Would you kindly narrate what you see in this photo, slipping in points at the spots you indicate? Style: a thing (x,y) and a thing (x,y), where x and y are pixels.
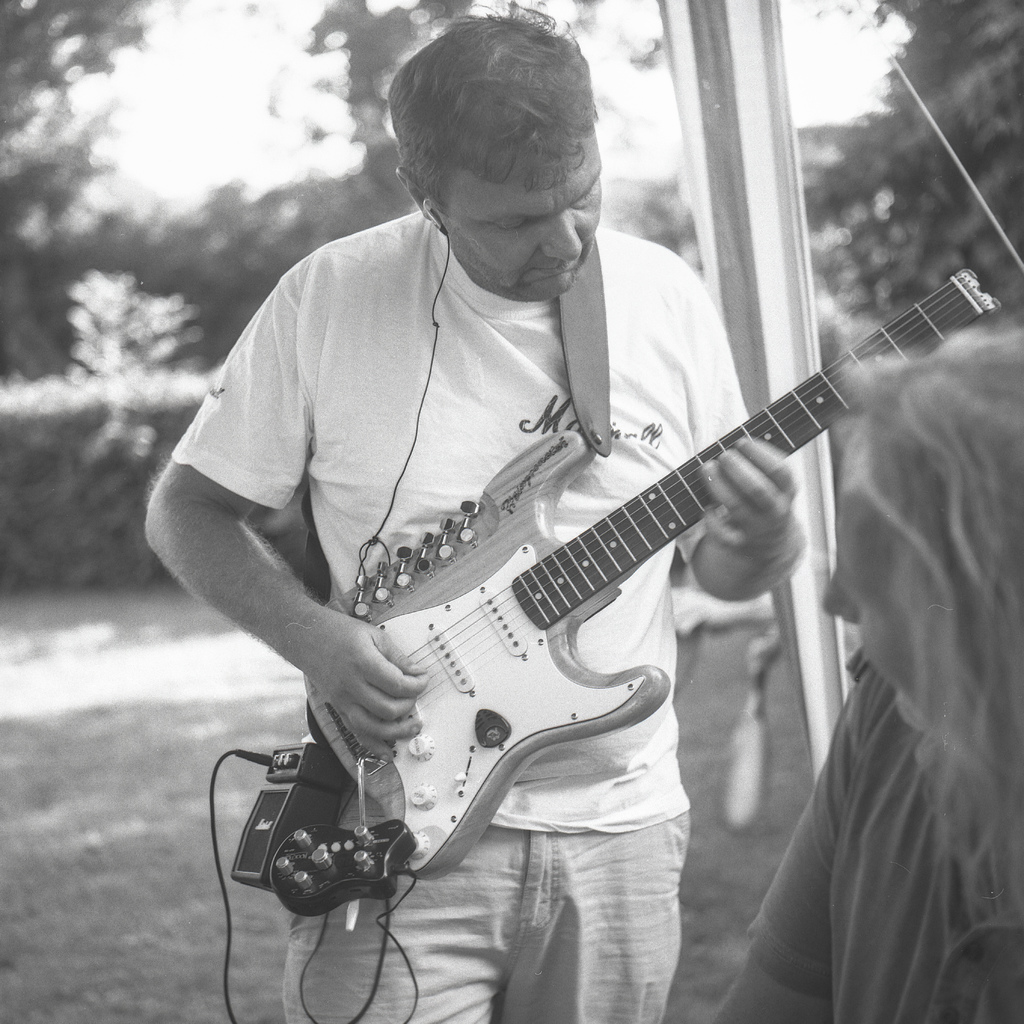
A man (500,169) is playing a guitar (535,523) while a woman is watching.
